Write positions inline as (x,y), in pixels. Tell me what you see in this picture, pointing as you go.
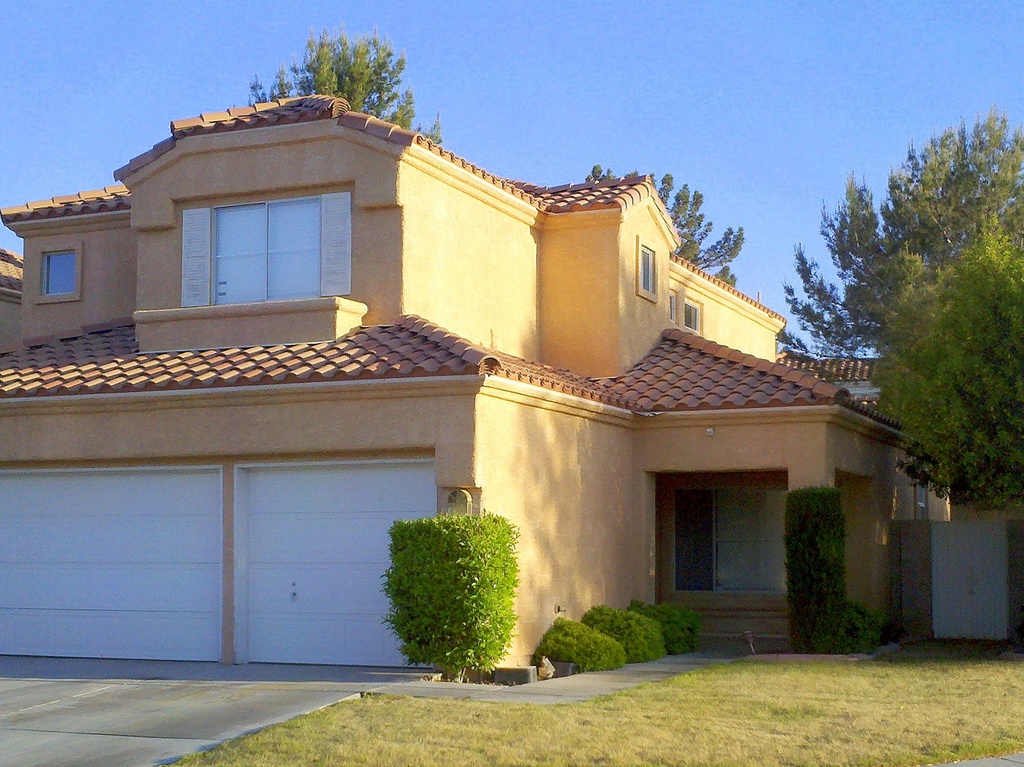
In the picture we can see the grass (691,733), shrubs (456,663), garage (295,626), house (273,466), trees (979,424) and the blue color sky (552,158) is the background (782,226).
